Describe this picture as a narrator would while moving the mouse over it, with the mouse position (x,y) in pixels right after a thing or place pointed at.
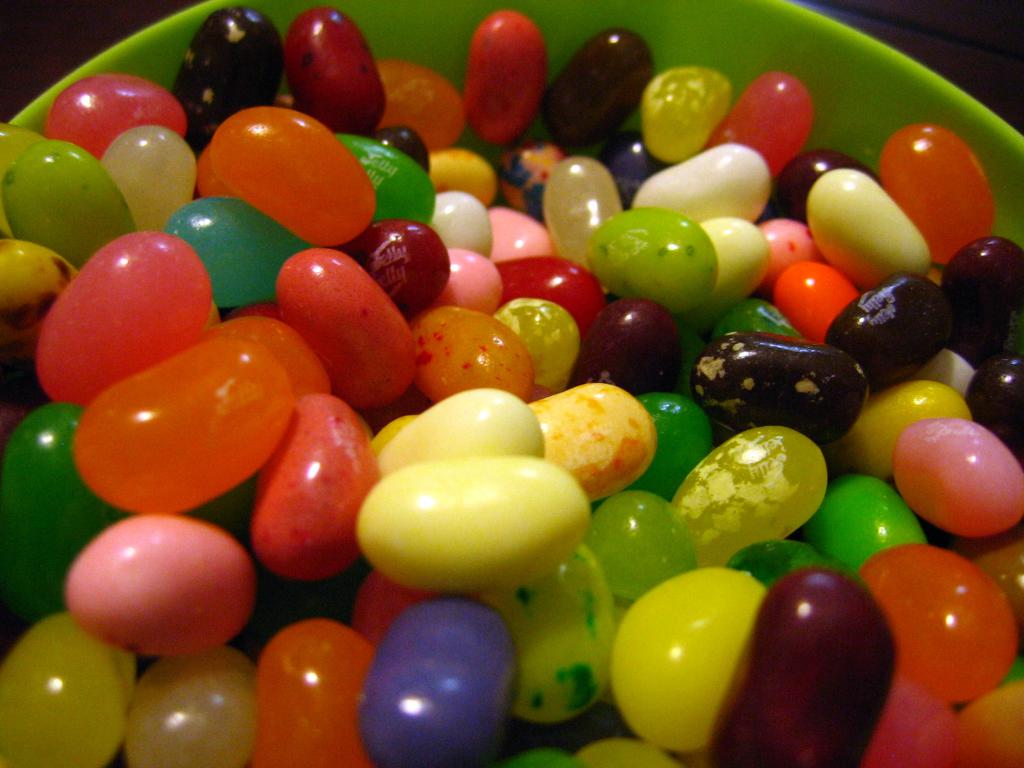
In this image I can see colorful candies (293,444) in a green color bowl (711,26).
